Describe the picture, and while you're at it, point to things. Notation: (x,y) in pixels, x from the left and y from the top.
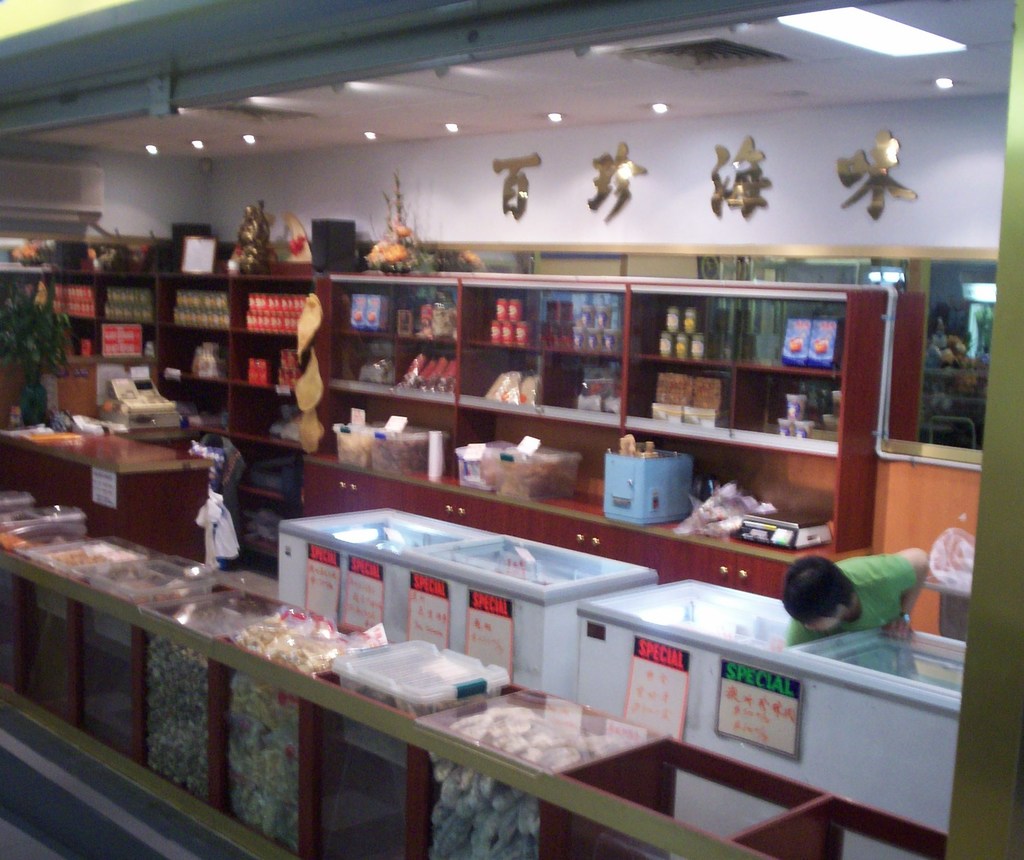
This picture is clicked inside the room (160,588). In the foreground (147,569) we can see the cabinets (347,695) containing many numbers of objects (251,727). On the right (851,615) there is a person (892,591) standing and bending forward and we can see the white color objects (530,652) which seems to be the refrigerators (810,737) and we can see the text (639,710) on the posters (356,569). At the top (533,92) there is a roof (379,133) and the ceiling lights (668,110). In the background (877,187) we can see the wall (941,166) and some objects (896,161) hanging on the wall (636,233) and we can see the sculpture (253,234) of some object (254,239) and we can see the green leaves (35,327), machines (123,395) and the wooden cabinets (313,283) containing boxes (684,394) and many other products (200,354) and we can see some other objects (301,420) in the background (311,386). In the background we can see an object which seems to be the sculpture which is placed on the top of the cabinet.
